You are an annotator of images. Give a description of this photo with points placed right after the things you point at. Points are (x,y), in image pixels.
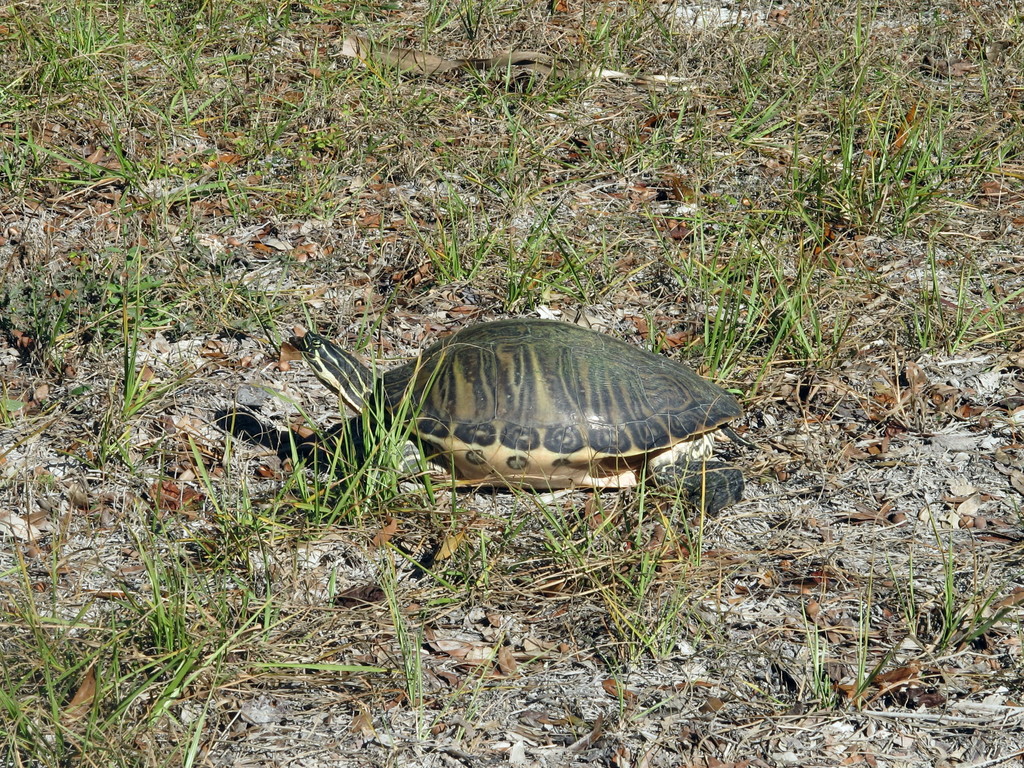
In the middle of the image (579,358) there is a tortoise (704,393). Behind the tortoise (716,396) there is grass (272,20).
